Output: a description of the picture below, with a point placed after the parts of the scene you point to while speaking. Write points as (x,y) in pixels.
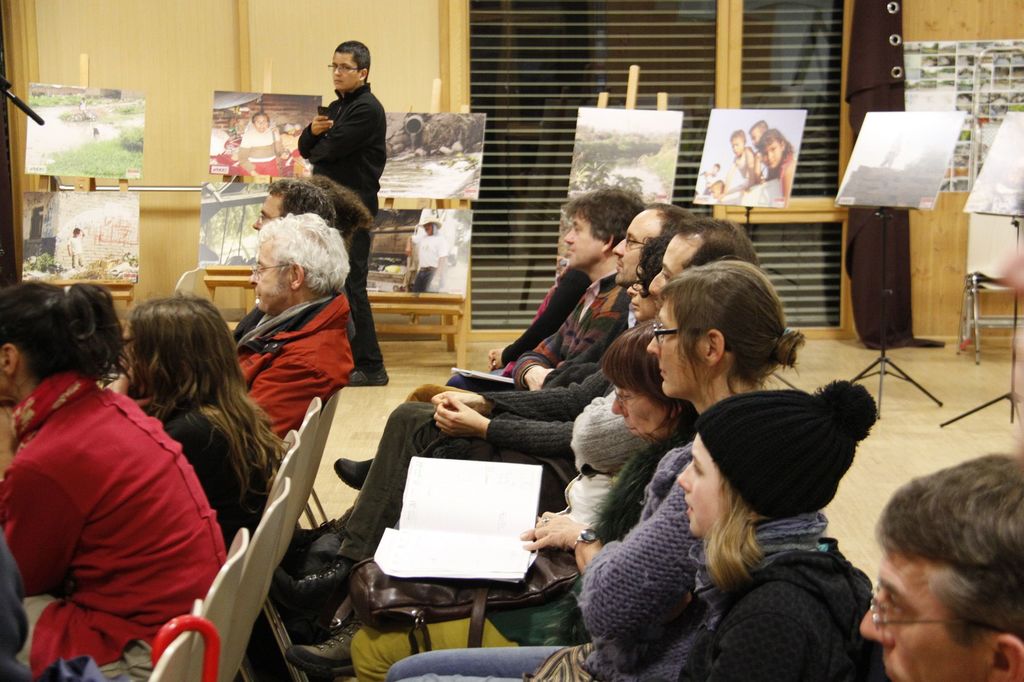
In the image we can see there are people (621,504), wearing clothes (260,378) and some of them are wearing spectacles (263,217), these people (620,333) are sitting on the chair (246,548). There is a person (330,121) standing, he is wearing spectacles (344,69), shoes (374,373) and holding an object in hand (316,122). These are the paintings (288,124), this is a stand (453,317), a floor (947,455) and a wall (135,40).
